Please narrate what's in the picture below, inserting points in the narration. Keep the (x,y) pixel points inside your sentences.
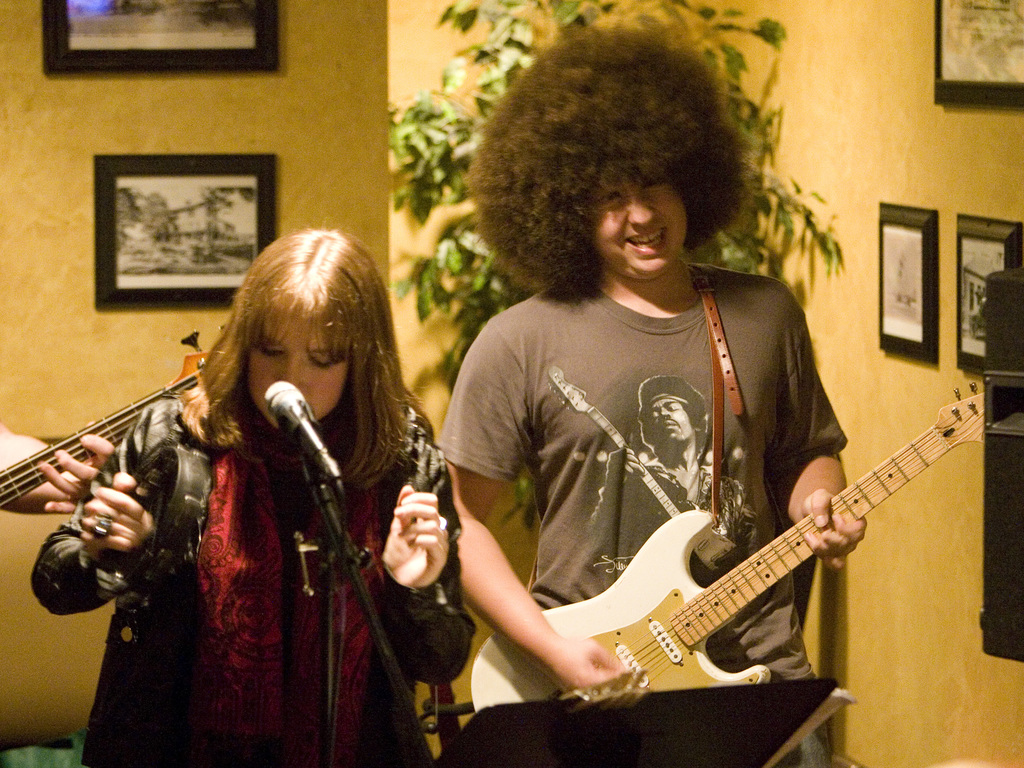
In this picture there are two people (456,504) standing. The woman (264,600) at the left corner (200,595) is holding a musical instrument (192,527) in hand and singing. In front of her there is a microphone (313,438) and its stand (354,569). The man (543,191) to the right corner (695,395) has frizzy hair (533,206) and is playing guitar (628,586). There are many picture frames (930,281) on wall (67,388). There is another man (39,470) to the extreme left corner of the image (17,454) holding guitar (24,468) in his hand (54,473) and his hand (79,477) can be seen. In the background (76,144) there is wall (158,125) and plant (428,154).
